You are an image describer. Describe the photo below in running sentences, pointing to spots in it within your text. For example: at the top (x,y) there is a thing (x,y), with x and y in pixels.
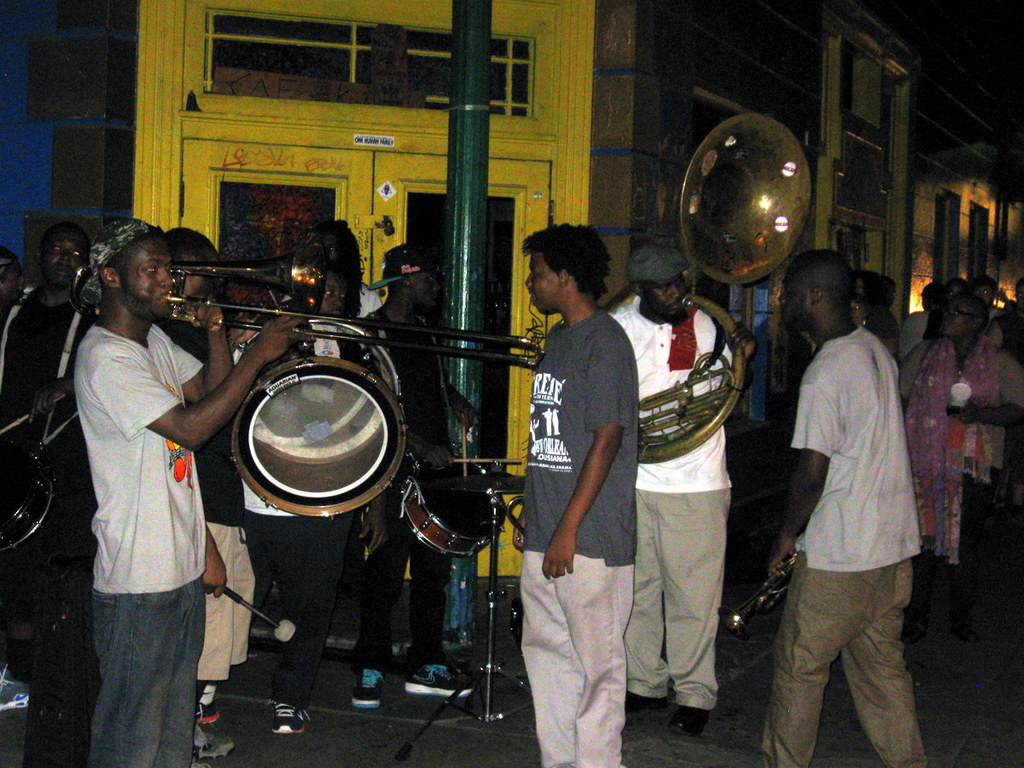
In this image there are group of people (581,471) who are holding some musical instruments (309,440) and playing, and in the background (616,160) there are buildings (435,171) and pole (452,176). At the bottom (968,663) there is walkway (961,742).
